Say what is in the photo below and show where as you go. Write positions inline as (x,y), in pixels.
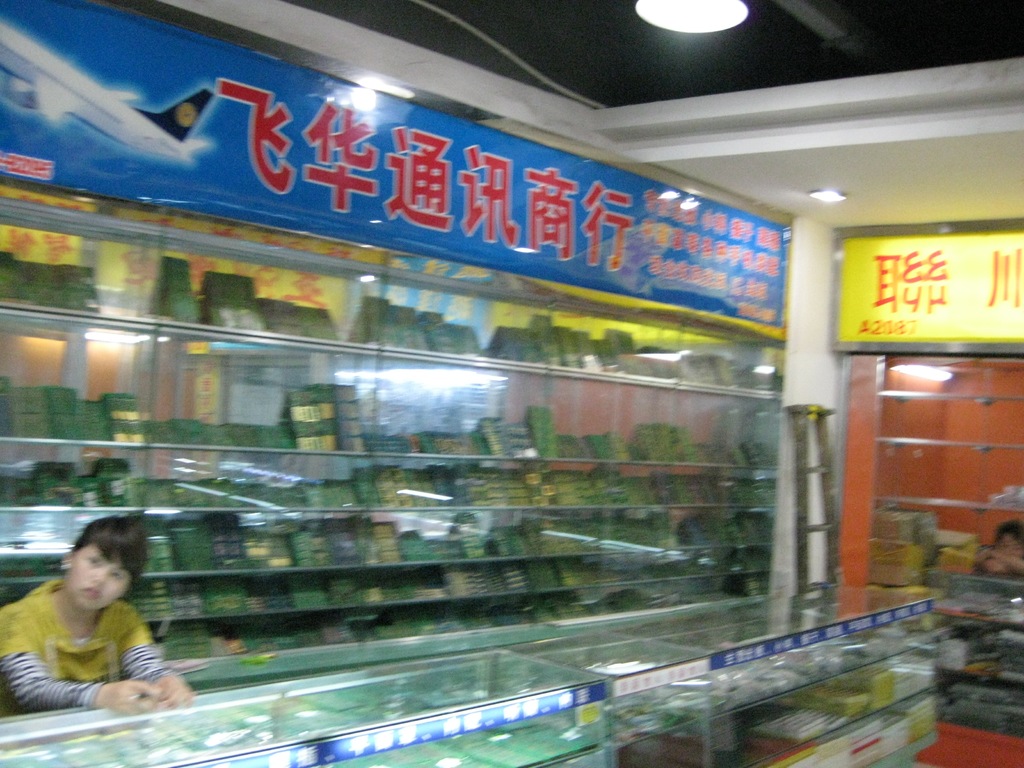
At the top (855,3) we can see the ceiling (828,20) and lights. In this picture we can see boards (401,244). We can see a person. We can see objects (227,282) in the glass racks (186,587). On the right side of the picture (823,463) we can see a person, ladder (822,485) and objects (913,540).
